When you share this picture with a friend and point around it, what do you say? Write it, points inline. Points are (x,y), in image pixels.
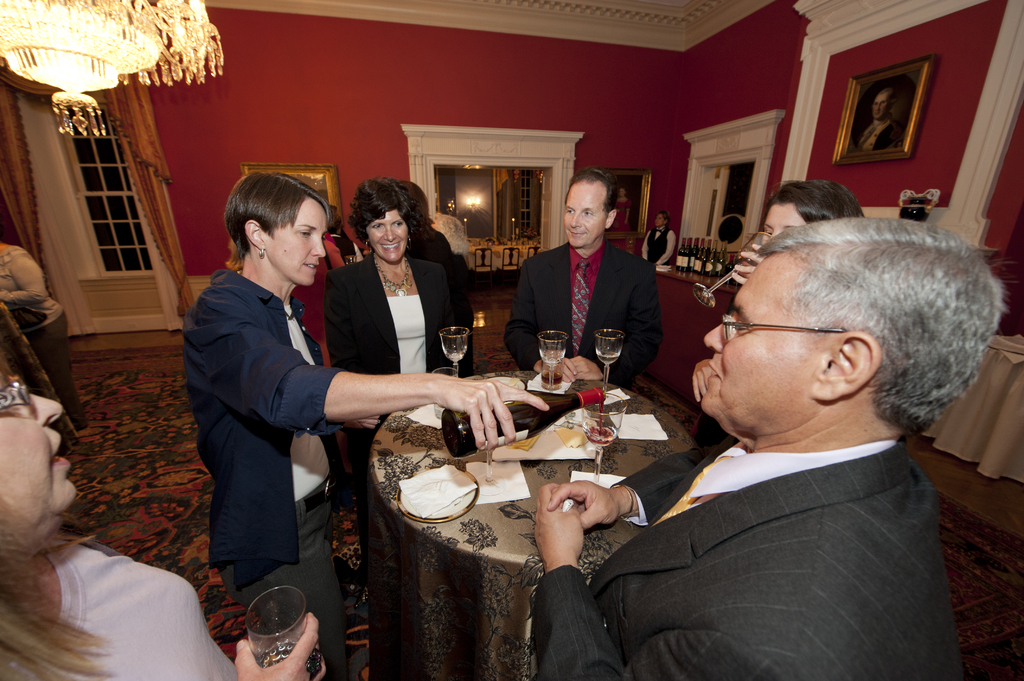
In this image we can see many people (656,303). One person (384,381) is holding a bottle (469,432). One lady (107,589) is wearing specs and holding a glass (281,622). There is a table (510,499). On the table (496,506) there are glasses (492,481), tissues (522,481) and some other items (566,453). On the top (139,79) there is a chandelier (114,70). In the back (409,78) there is a wall (433,75) with photo frames (875,156). Also there is a window (121,181) with curtains (137,132). In the background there is light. There are chairs (486,253). Also there are bottles (698,248).
